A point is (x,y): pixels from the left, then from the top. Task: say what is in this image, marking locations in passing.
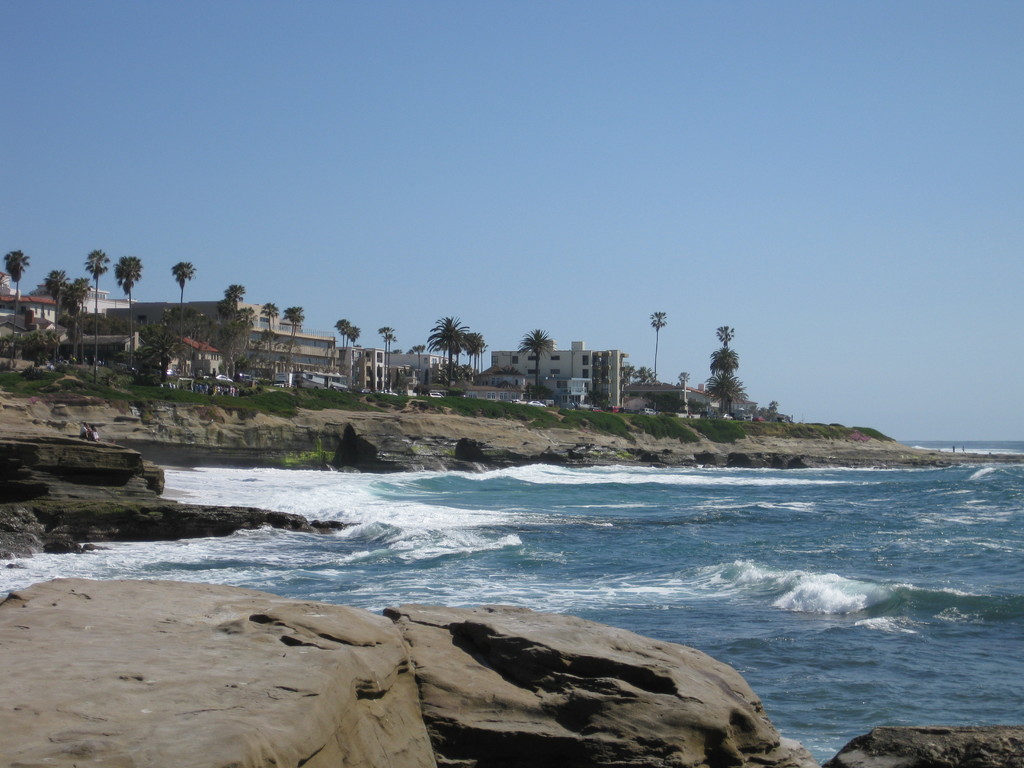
In this image we can see the sea (836,539). There are many trees (471,372) in the image. There are many rocks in the image. We can see the sky (611,175) in the image. There are many buildings (542,374) in the image. There is a grassy land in the image.
